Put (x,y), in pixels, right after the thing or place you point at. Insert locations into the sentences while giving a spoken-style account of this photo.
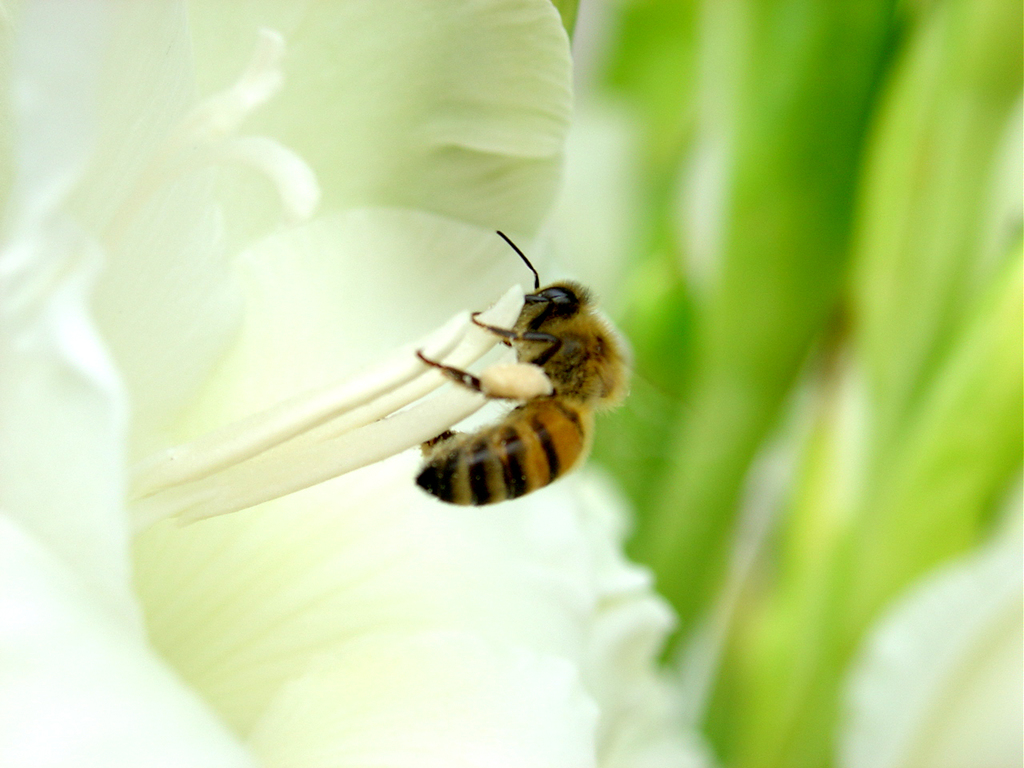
In the image we can see the bee (517,389) on the white flower (258,337) and the background (768,220) is blurred.
